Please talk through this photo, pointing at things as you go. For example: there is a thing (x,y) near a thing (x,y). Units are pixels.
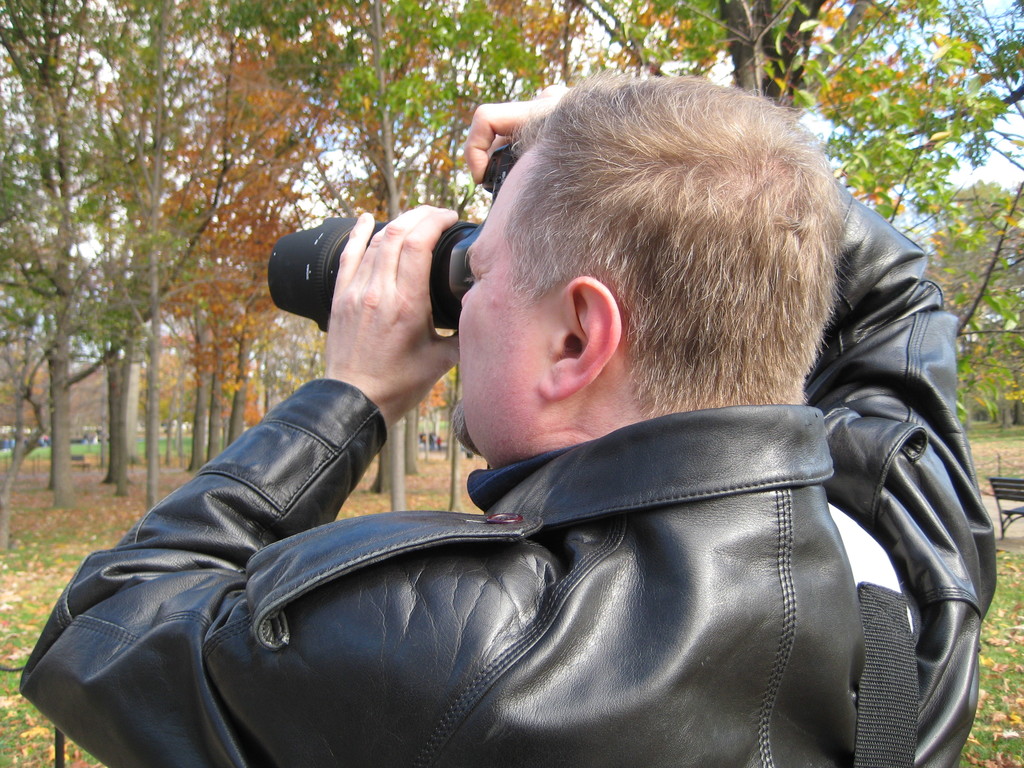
In this picture we can see man (676,560) wore jacket (493,574) holding camera (453,260) with his hand (425,268) and taking pictures and in background (160,248) we can see tree (172,145), grass (986,472), some persons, bench (1001,519).
